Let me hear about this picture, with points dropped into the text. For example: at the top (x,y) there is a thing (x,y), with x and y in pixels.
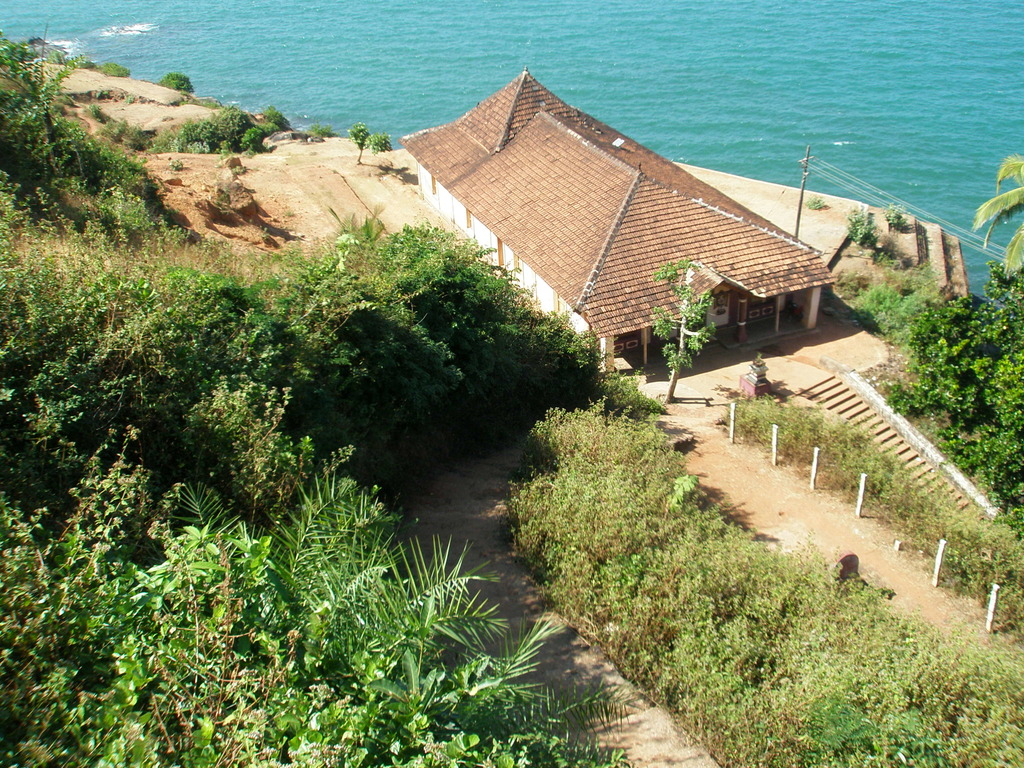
In this image there is a house (597,271), on the left side of the house (542,249) there are plants (125,283), bushes (107,176) and trees (418,271), in front of the house (745,342) there are stairs (848,397), on the right side of the house (635,242) there is an electric pole (800,215) with cables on it and there is water (701,54).
